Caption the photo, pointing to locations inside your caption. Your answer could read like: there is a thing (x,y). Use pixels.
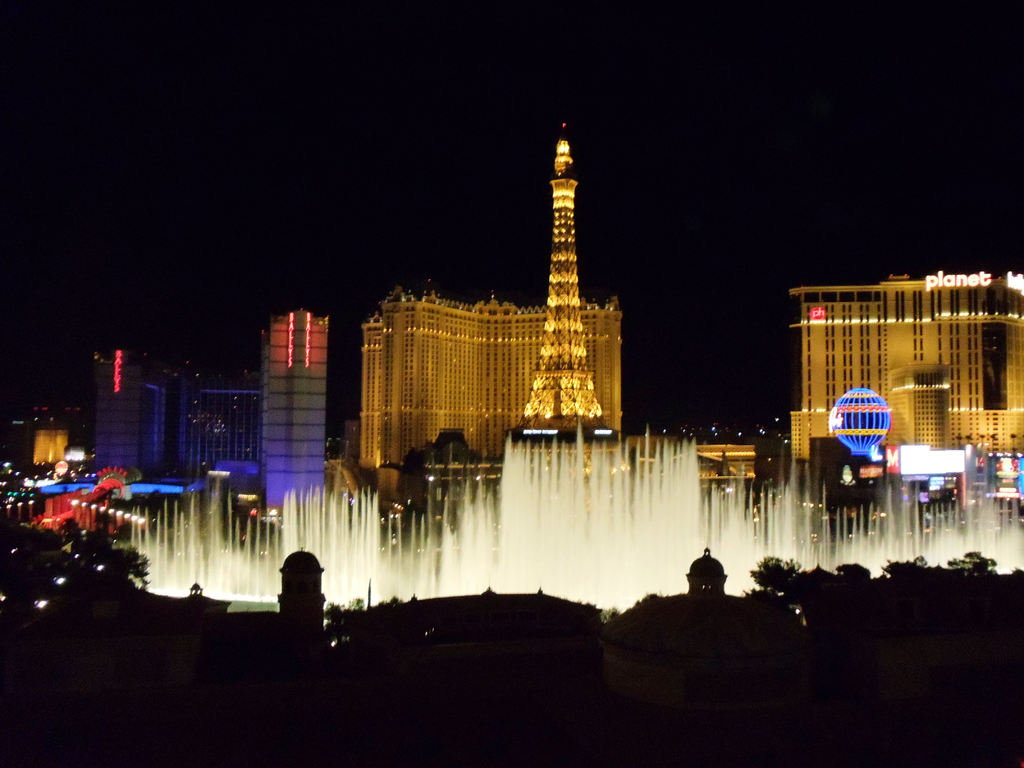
In this image I can see few buildings (319,326) and they are in brown and white color. I can also see few lights (586,393) and I can see dark background (161,142).
